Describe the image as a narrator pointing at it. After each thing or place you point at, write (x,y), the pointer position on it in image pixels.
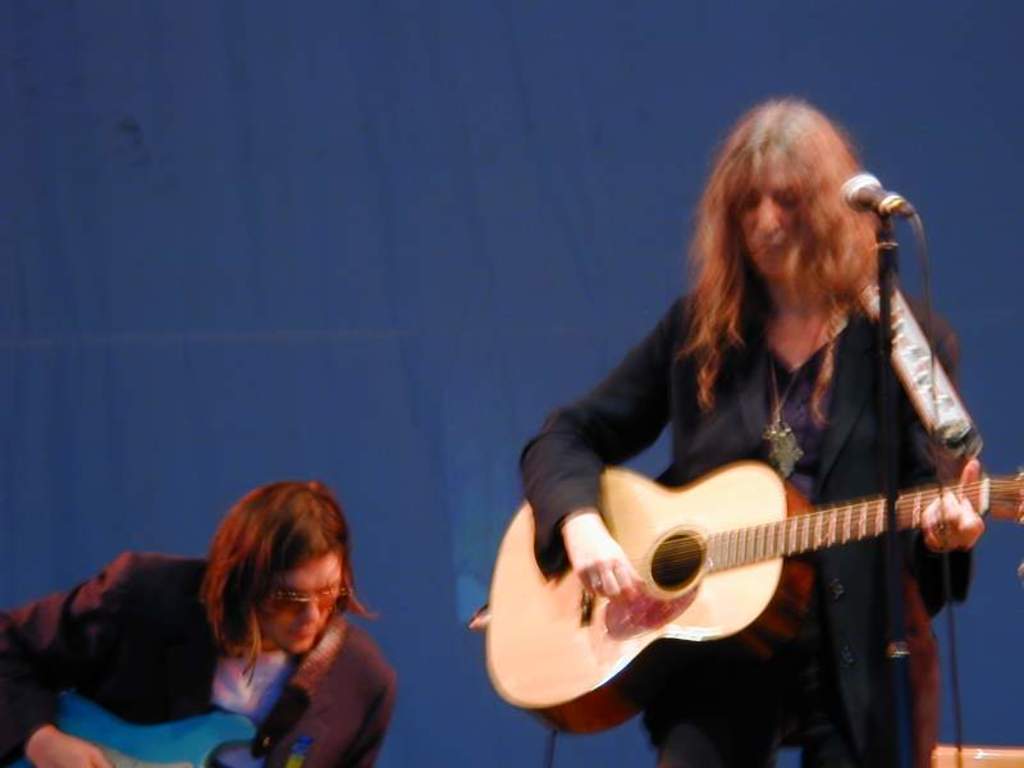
They are both playing musical instruments (678,516). They are wearing dark jackets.
